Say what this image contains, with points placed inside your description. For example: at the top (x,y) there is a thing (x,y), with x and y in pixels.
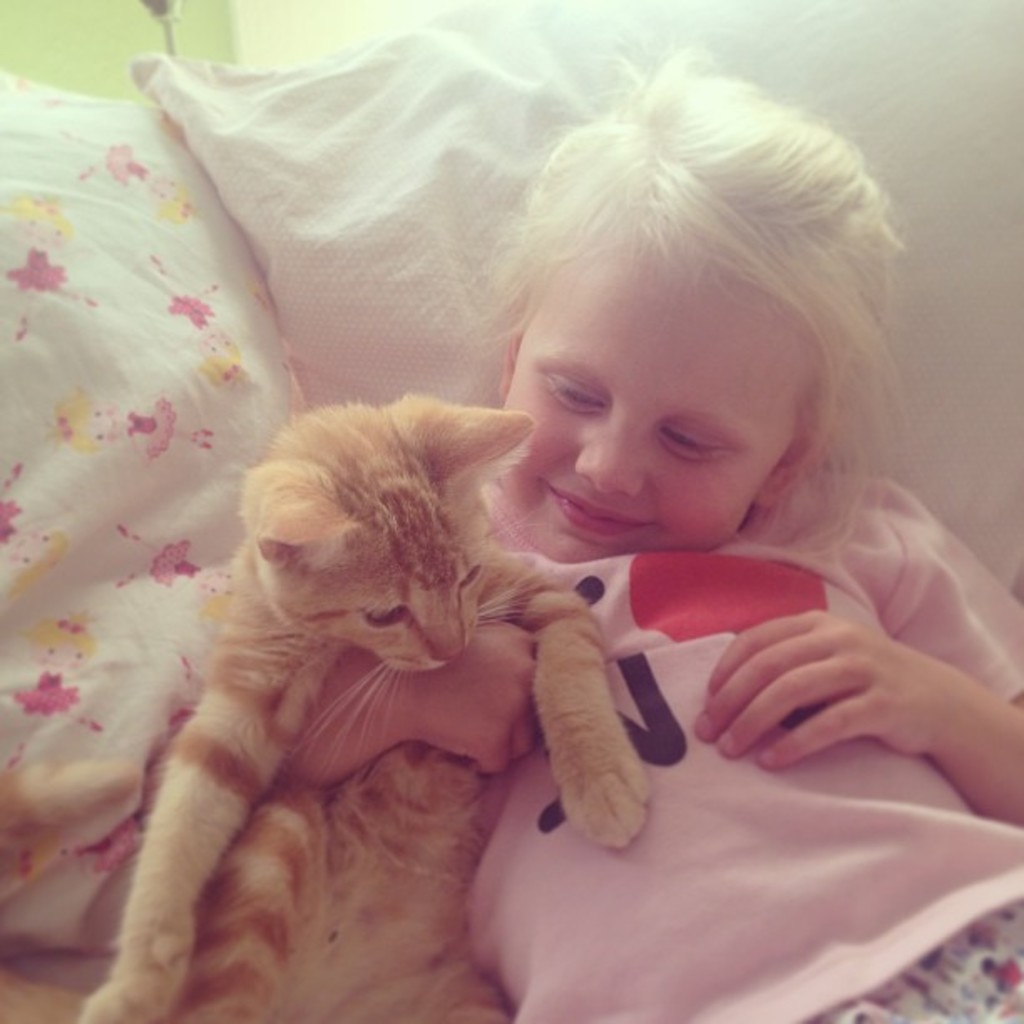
This is the picture of a girl (740,518) who is holding a cat (427,592) and leaning on the pillow (940,471).
